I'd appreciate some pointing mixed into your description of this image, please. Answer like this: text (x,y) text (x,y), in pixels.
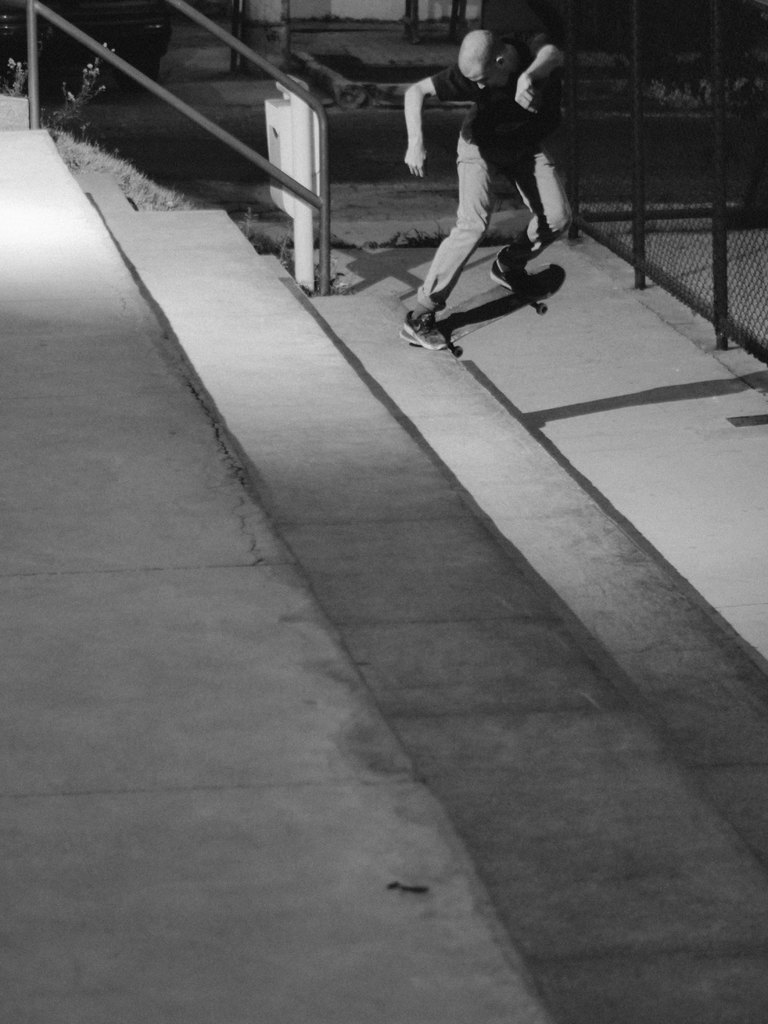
In this picture there is a boy (507,45) at the top side of the image (464,79), he is skating, there are stairs (18,132) in the center of the image (412,513) and there is a net boundary (645,190) on the right side of the image (677,192).
